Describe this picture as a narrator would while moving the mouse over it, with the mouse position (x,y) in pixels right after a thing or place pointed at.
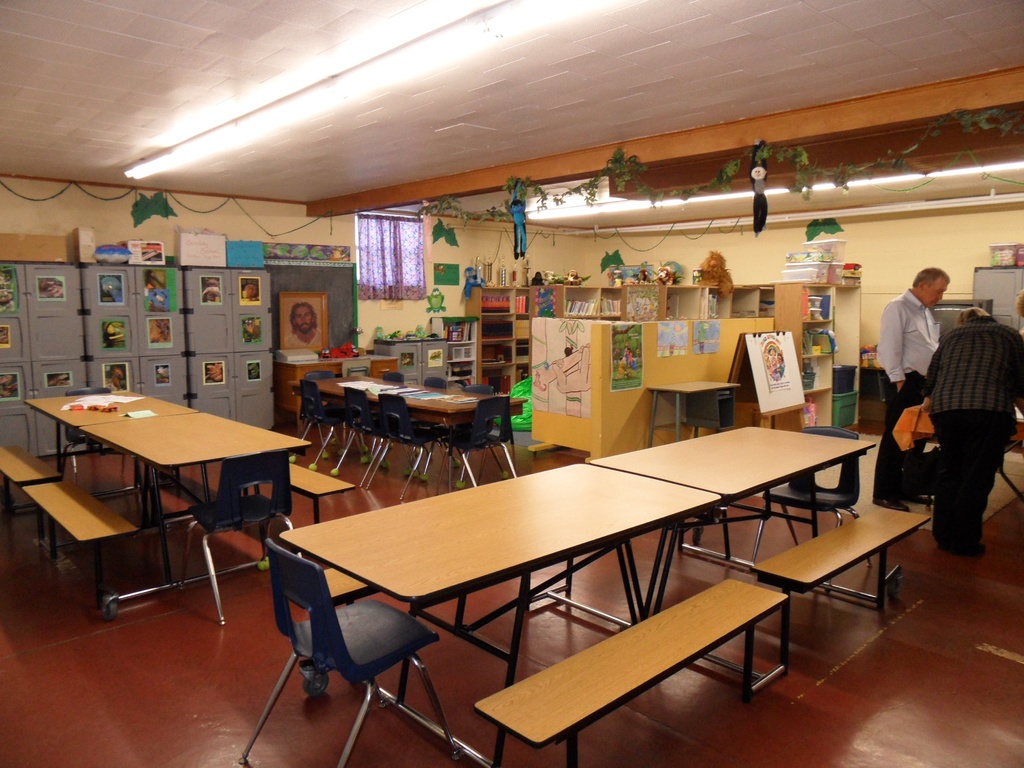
There are two people (930,321) standing in the right corner (913,355) and there are tables (570,509) and benches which are left empty.
